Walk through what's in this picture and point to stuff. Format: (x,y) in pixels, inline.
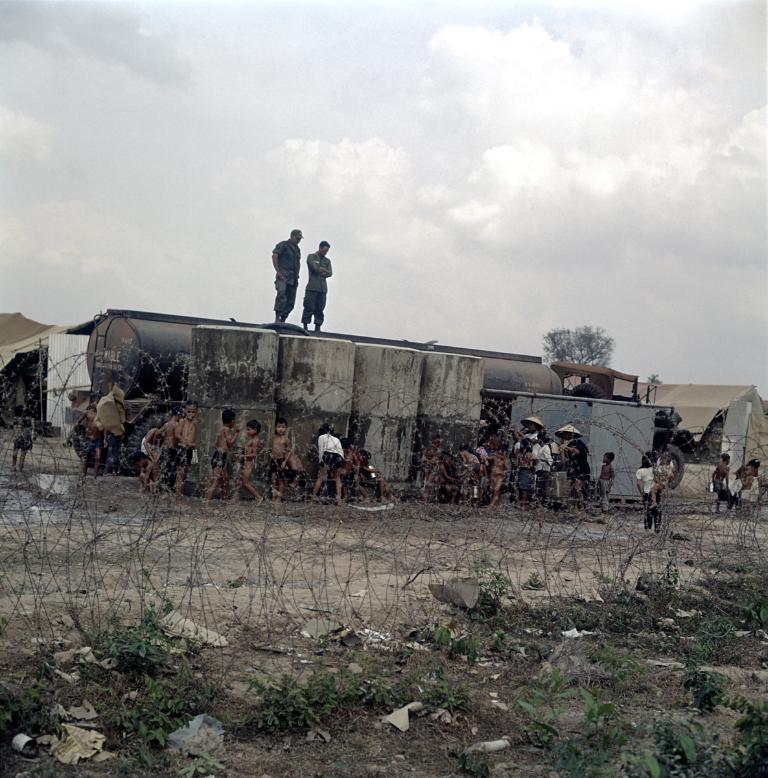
In this image there are two people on the containers (322,379), few children (753,475), a fence (432,507), trees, a vehicle (91,352), houses (80,379) and some clouds (473,145) in the sky (454,129).
